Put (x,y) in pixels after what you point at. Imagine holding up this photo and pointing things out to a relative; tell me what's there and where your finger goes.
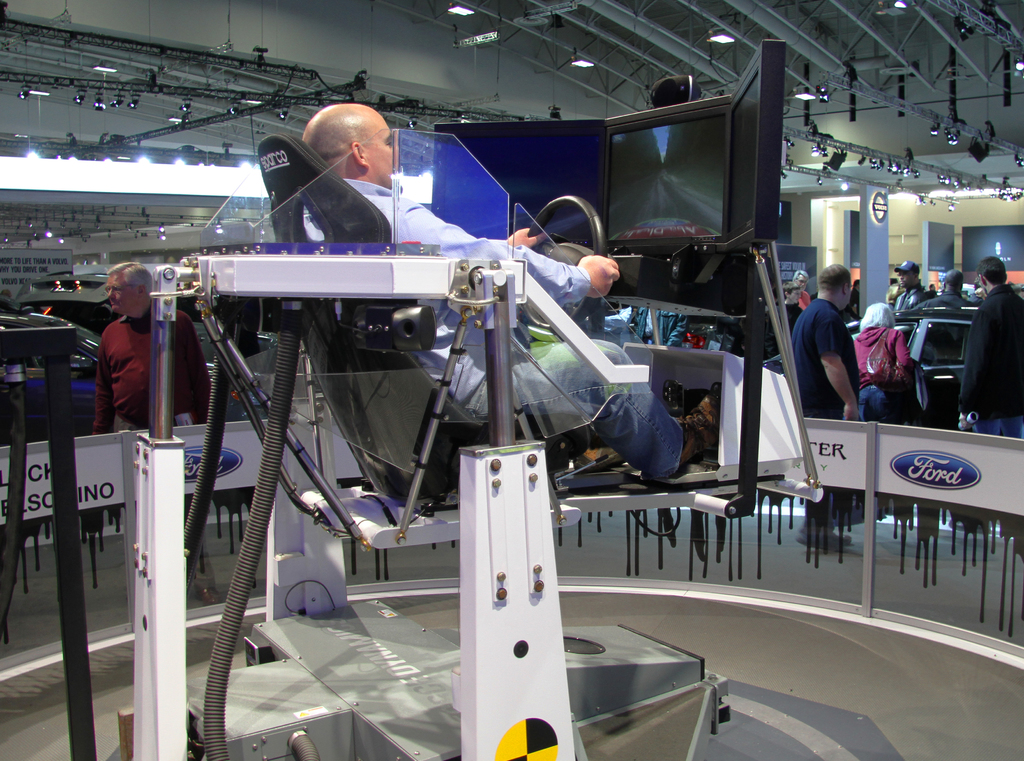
In this picture, we can see a few people (182,328), and among them a person (675,448) is sitting and holding steering (596,240), and we can see glass (851,498), screens (532,171), poles (873,473), boards (902,460) with text (959,478), vehicles (915,336), walls (897,244), pillars (875,224), posters (31,264), and the roof (183,137) with lights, poles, and some objects (286,99) attached to it.
